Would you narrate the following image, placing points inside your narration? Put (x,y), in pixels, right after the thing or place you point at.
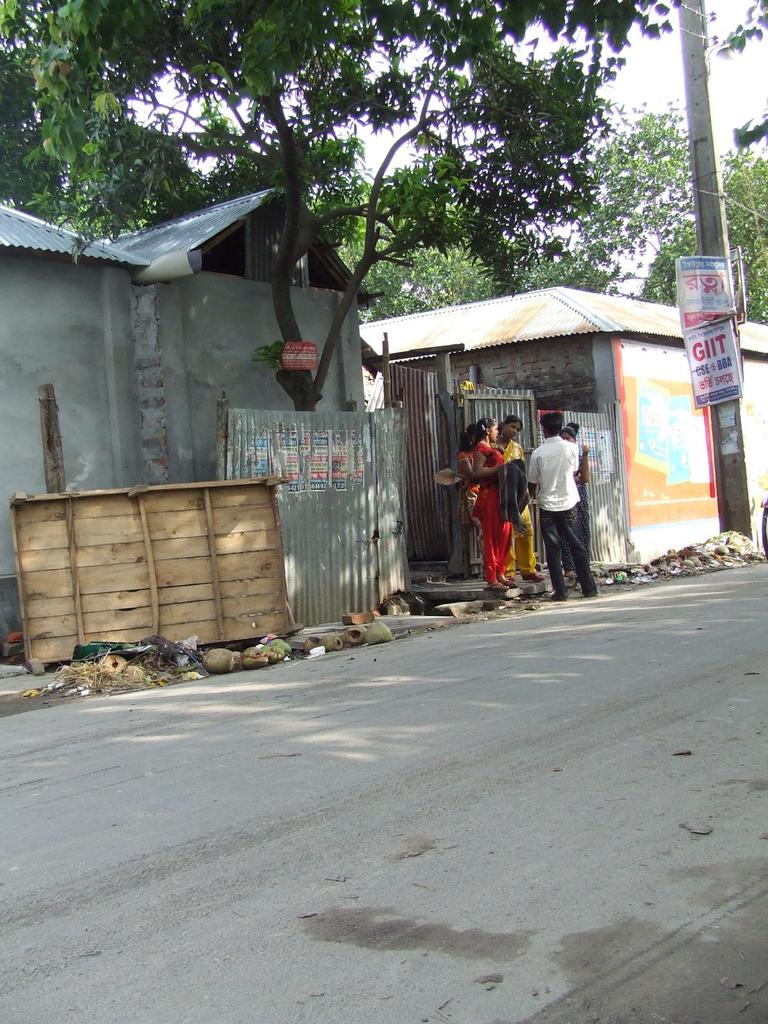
In the foreground of this image (471,896), there is the road (552,758). In the background (515,526), there is a pole (712,304), banners (697,307), persons (504,530) standing, a wooden object (206,549), metal sheets (320,510), two houses (188,230), trees (571,167) and the sky (649,83).
